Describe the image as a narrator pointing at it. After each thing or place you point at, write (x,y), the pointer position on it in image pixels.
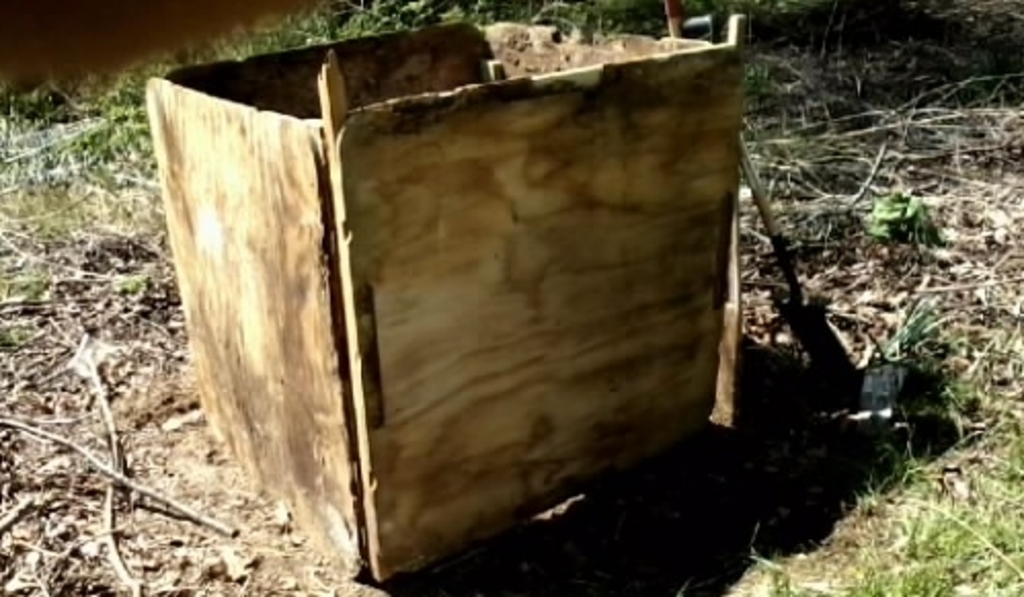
In this picture we can see a wooden box (468,264) in the middle (443,260), at the bottom (970,523) there is grass (974,539) and some sticks (916,267), in the background (863,132) there are some plants (363,32).
